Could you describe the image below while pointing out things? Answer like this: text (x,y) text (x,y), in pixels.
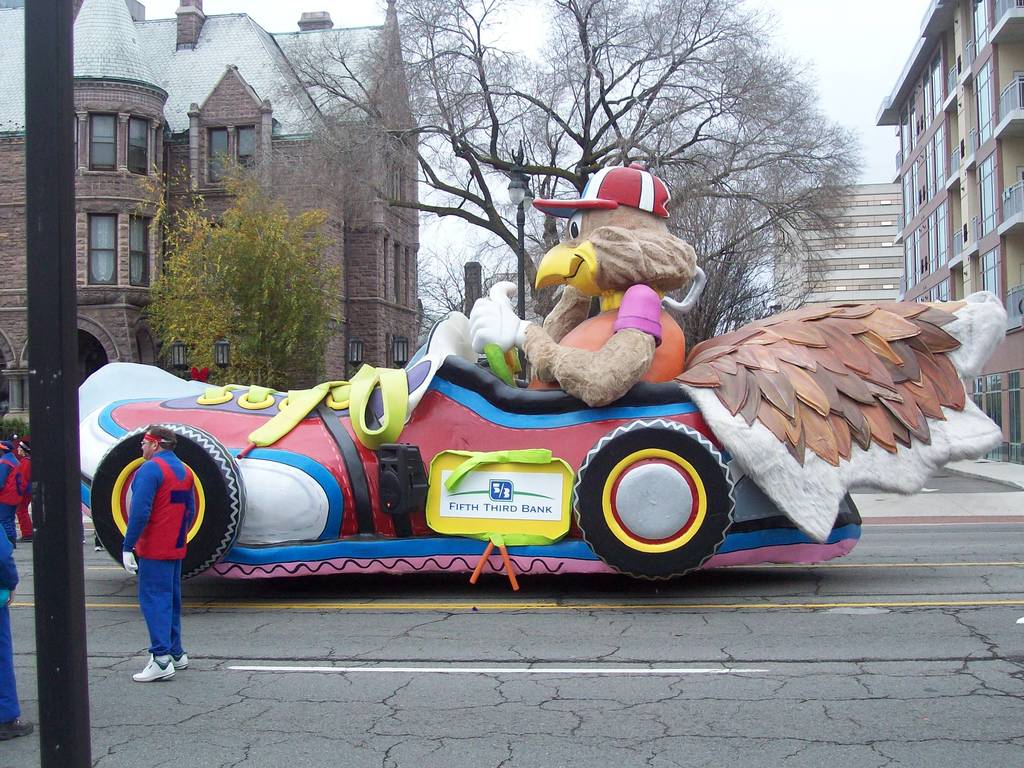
In this picture i can see the structure (713,444) of a car (696,413) and turkey (621,258). On the left (153,429) there is a man (153,487) who is standing near to the car (198,560). In front of him i can see many peoples (1,472) were standing on the road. In the background (330,211) i can see the buildings (975,212), trees (304,286), street lights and pole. At the top (568,17) there is a sky (483,248). In the top left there is a black pole (59,722).
